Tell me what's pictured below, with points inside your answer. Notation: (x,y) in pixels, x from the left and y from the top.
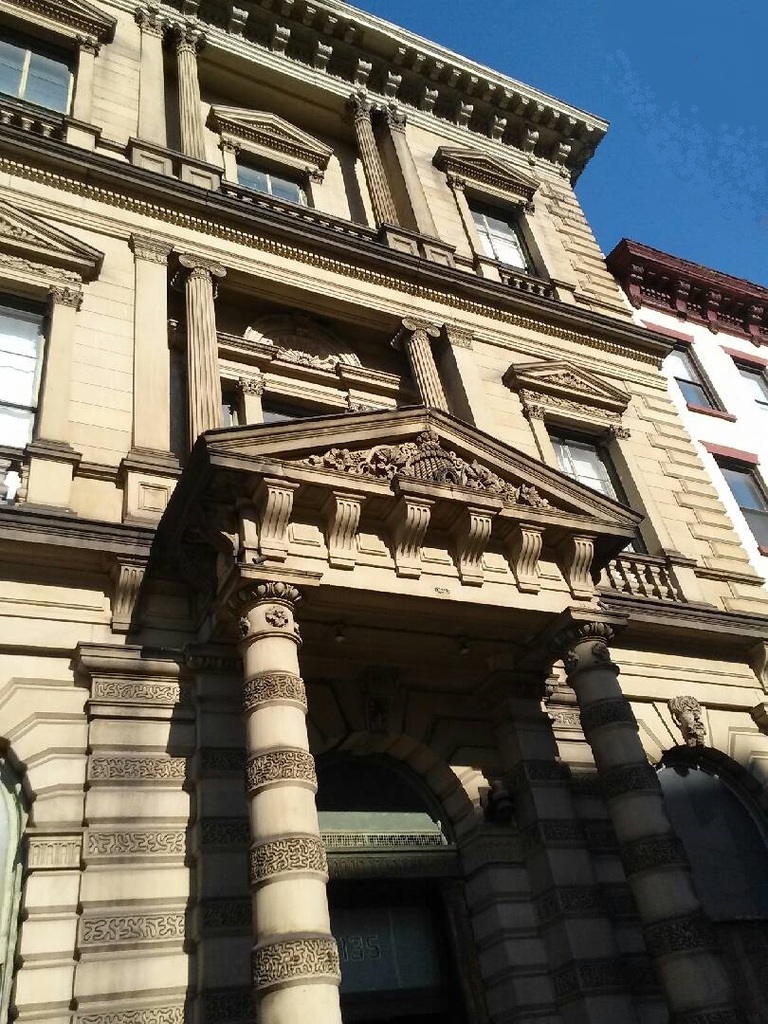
In this image, we can see some buildings (659,460). We can also see the sky (686,186).
